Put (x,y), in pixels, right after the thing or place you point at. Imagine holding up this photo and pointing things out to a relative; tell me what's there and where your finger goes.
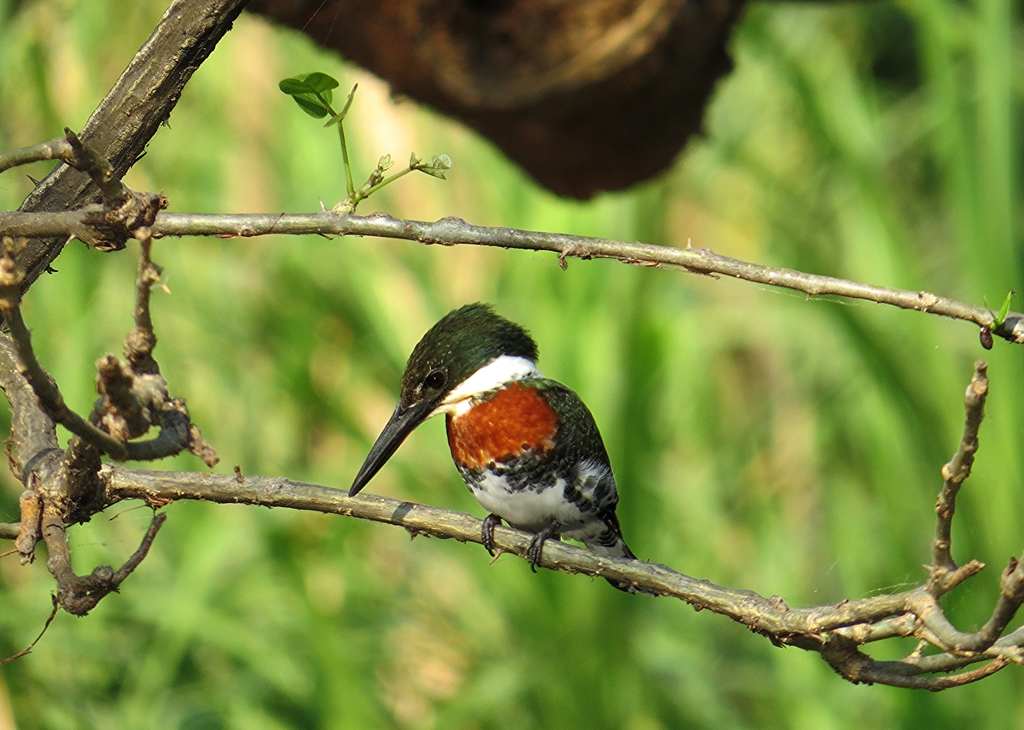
In this image we can see a bird (526,460) on the tree branch (733,612). The background of the image (798,161) is blur.
